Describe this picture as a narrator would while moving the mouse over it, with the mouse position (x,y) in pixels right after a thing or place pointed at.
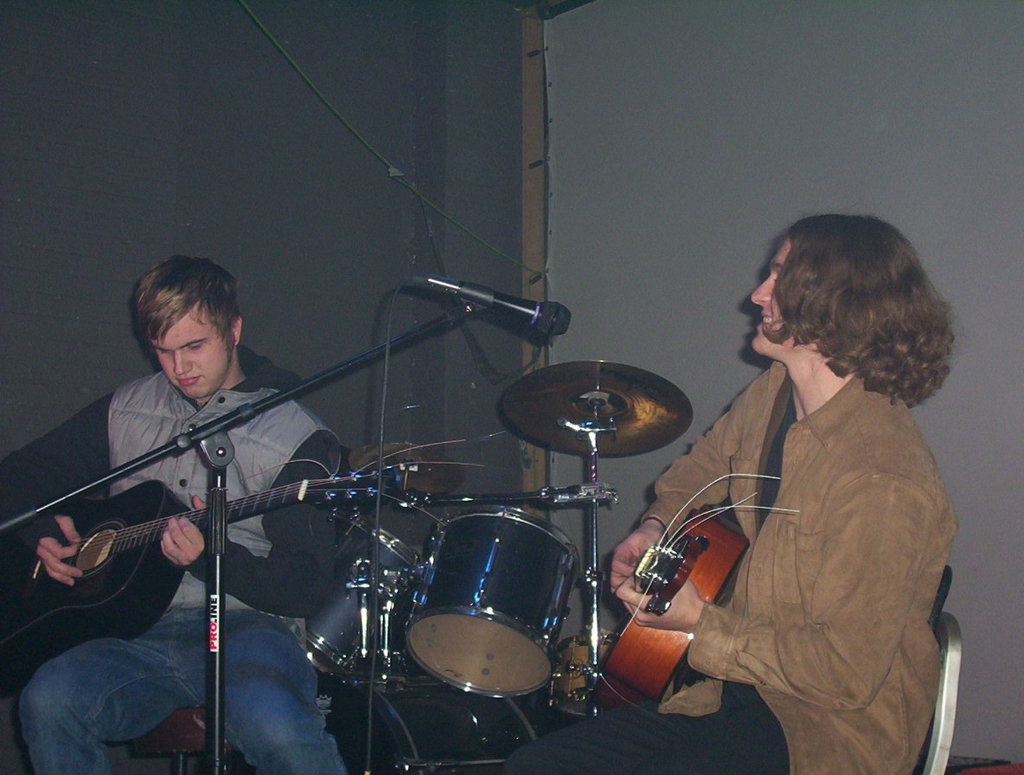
These two persons (262,547) are sitting on chairs (948,597) and playing guitars (265,508) and wore jackets (873,533). In-front of them there are musical instruments (604,487). This is mic (514,315) with holder (216,537).
